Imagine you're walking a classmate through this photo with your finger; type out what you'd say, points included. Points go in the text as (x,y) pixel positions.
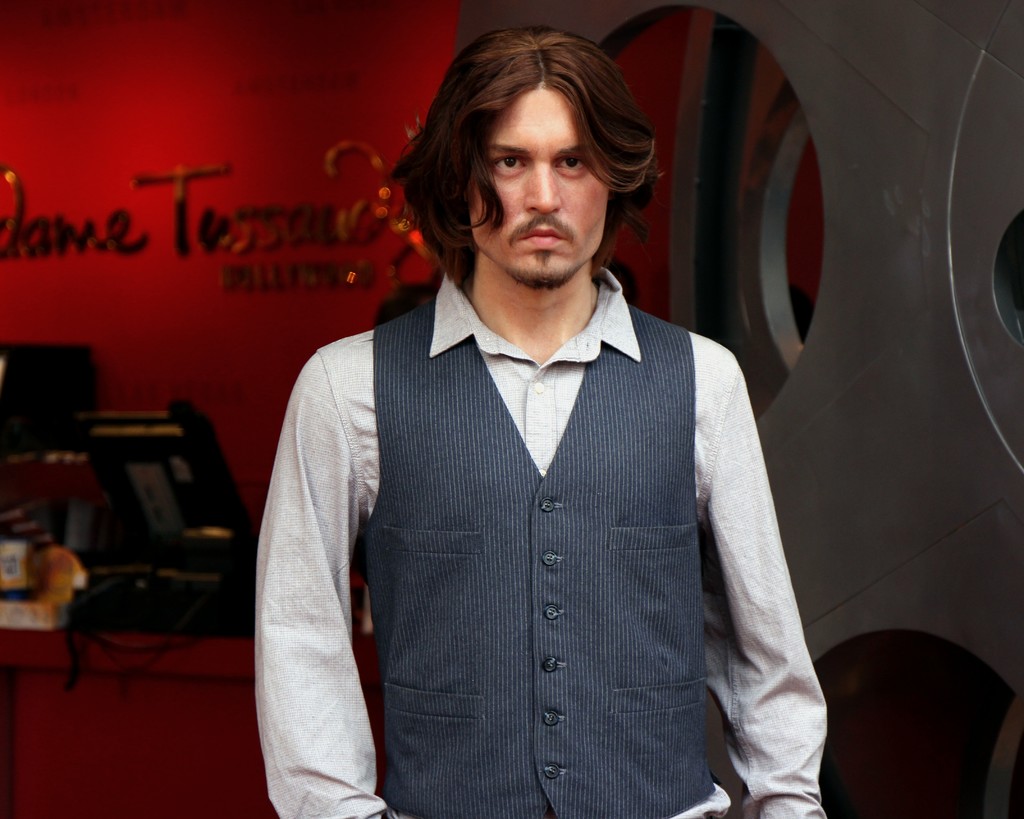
In this image there is a man (502,454) standing, behind him there is a red color wall (277,366) with some text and some things (158,463) in front of that.
